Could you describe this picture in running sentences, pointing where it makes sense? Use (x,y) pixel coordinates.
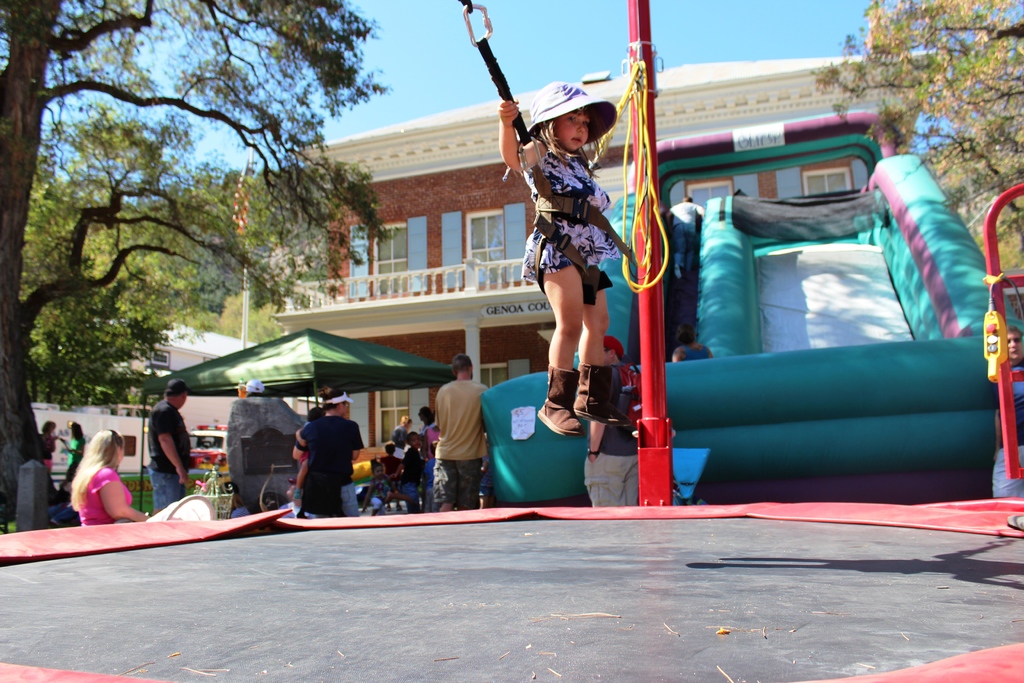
In this picture there is a girl (592,321) in the air (537,24) and we can see belts (547,240), trampoline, rods (644,455) and rope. There are people (336,447) and we can see inflatable object (499,388), buildings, trees (5,201), poles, tent (313,360), and grass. In the background of the image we can see the sky (418,38).
